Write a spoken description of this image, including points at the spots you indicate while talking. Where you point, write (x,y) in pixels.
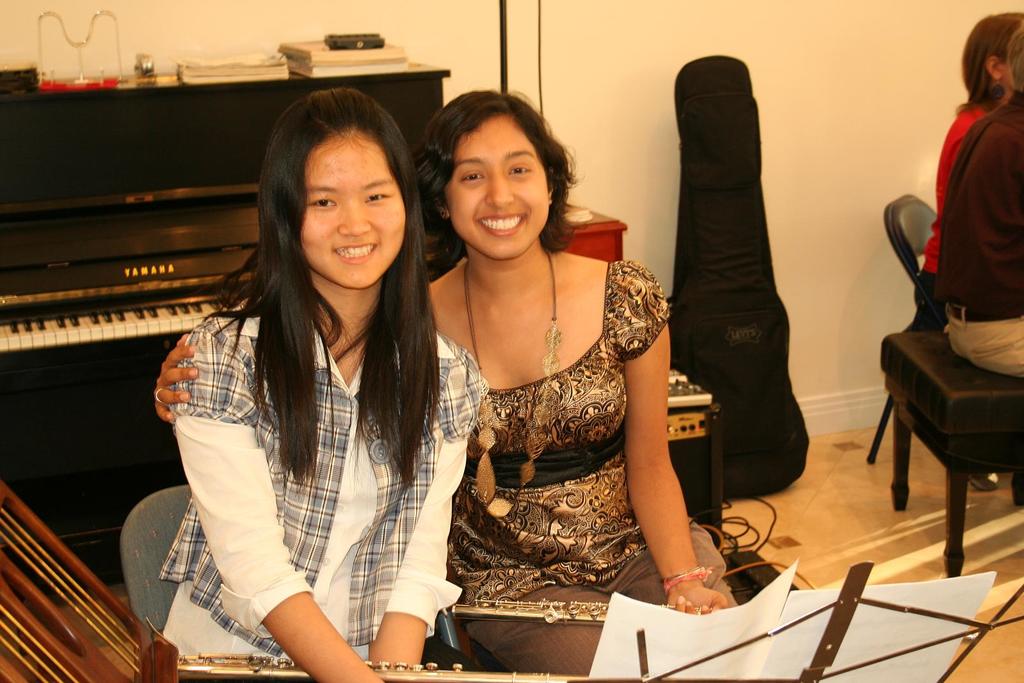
This picture shows two women (221,453) seated on the chairs (127,564) and we see a piano (192,192) back of them and we see a paper stand (621,681) and two people (938,250) seated on the side.
